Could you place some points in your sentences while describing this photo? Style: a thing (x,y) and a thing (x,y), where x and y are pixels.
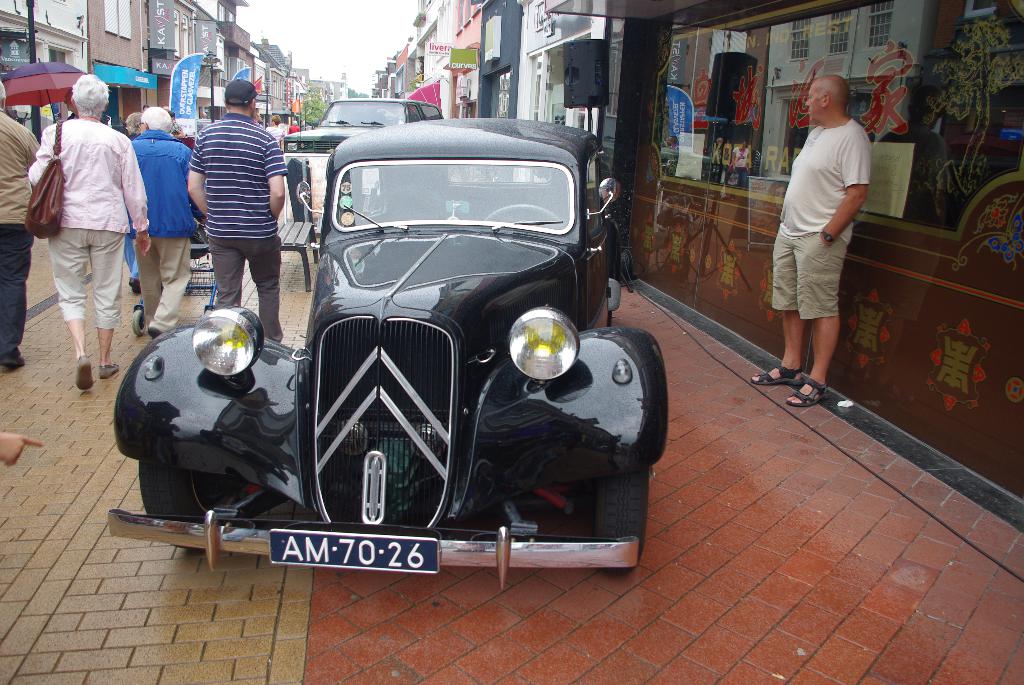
In this picture I can see there is a car (357,140), there is another car (390,117) in the backdrop (390,117). There is a person (805,240) standing on the right side (832,274), there is a building (727,70), it has stained glass windows (682,55). There are trees (314,105) and benches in the backdrop (315,90).
